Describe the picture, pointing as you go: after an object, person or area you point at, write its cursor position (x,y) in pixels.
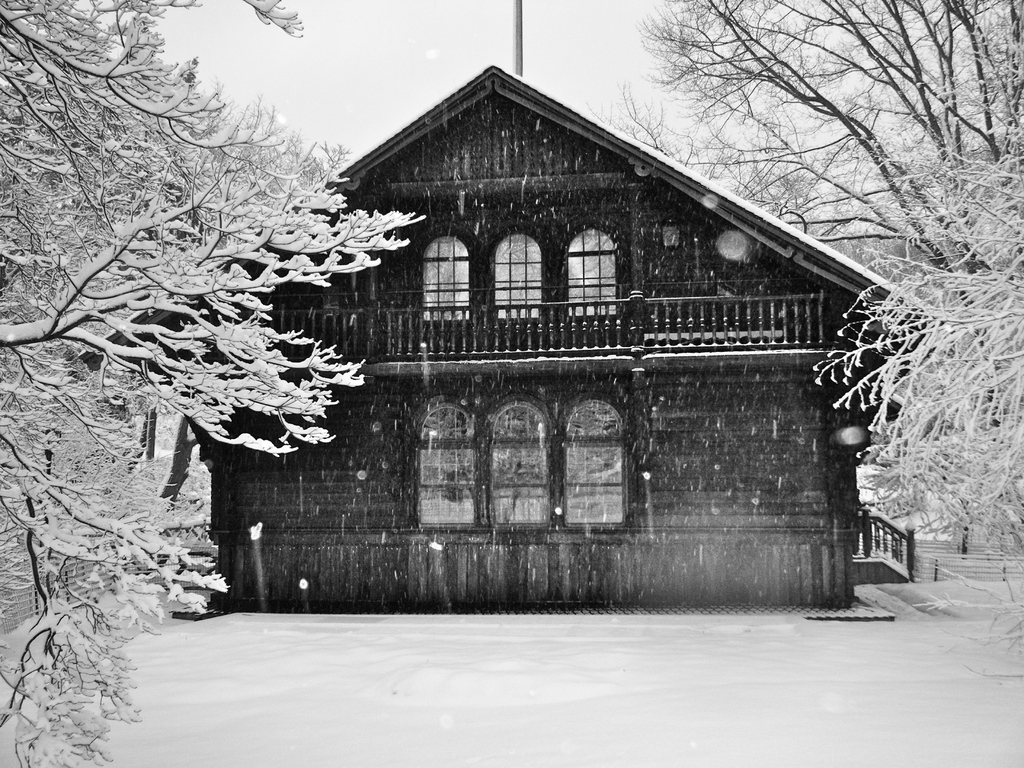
Black and white picture. Here we can see house (341,285). These are glass windows (449,444). Beside this house (232,584) there are trees (908,345). Land (392,676) is covered with snow (601,667).
